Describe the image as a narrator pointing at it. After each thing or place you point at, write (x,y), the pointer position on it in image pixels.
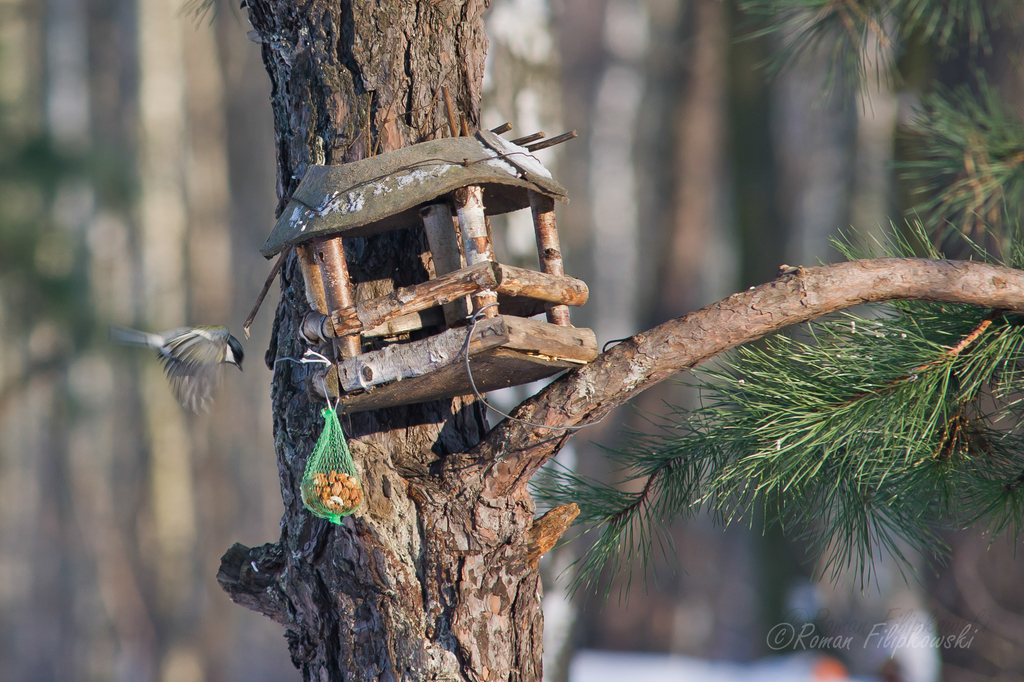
In this image we can see the trees (371,252), there is a bird (233,354), next, there are food items (335,507) in a net (334,425), also we can see text (889,634) on the image, and the background (948,615) is blurred.
